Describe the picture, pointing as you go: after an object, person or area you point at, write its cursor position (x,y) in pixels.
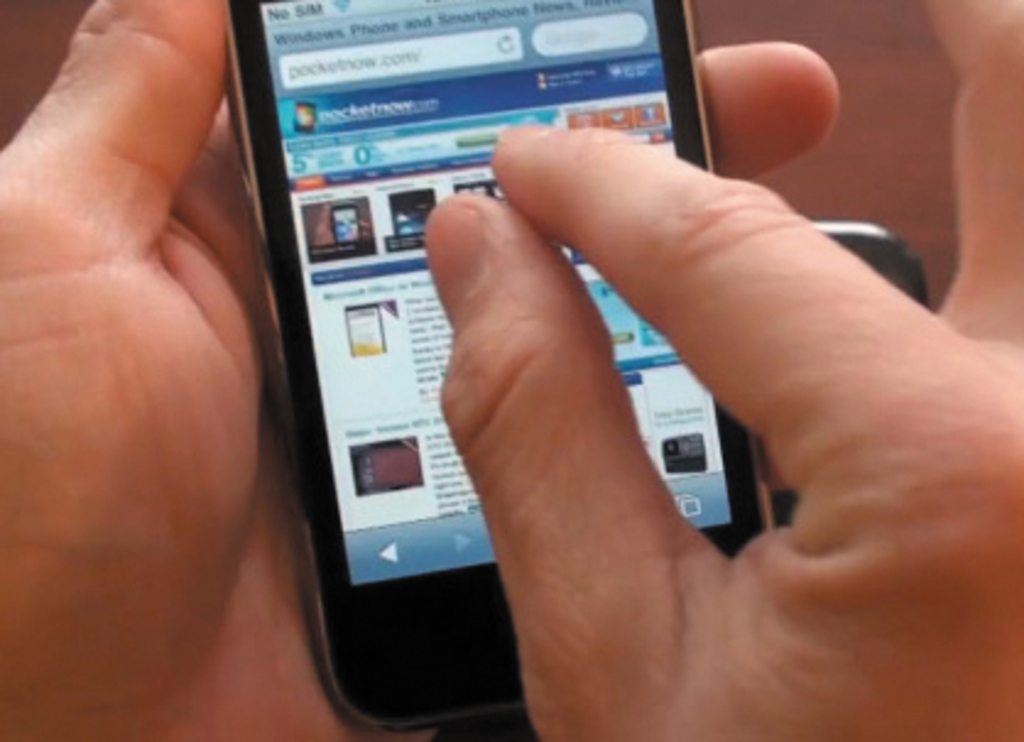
In this picture there is a person (108,117) holding the cellphone (293,27). On the screen (329,42) there is text (315,7).
